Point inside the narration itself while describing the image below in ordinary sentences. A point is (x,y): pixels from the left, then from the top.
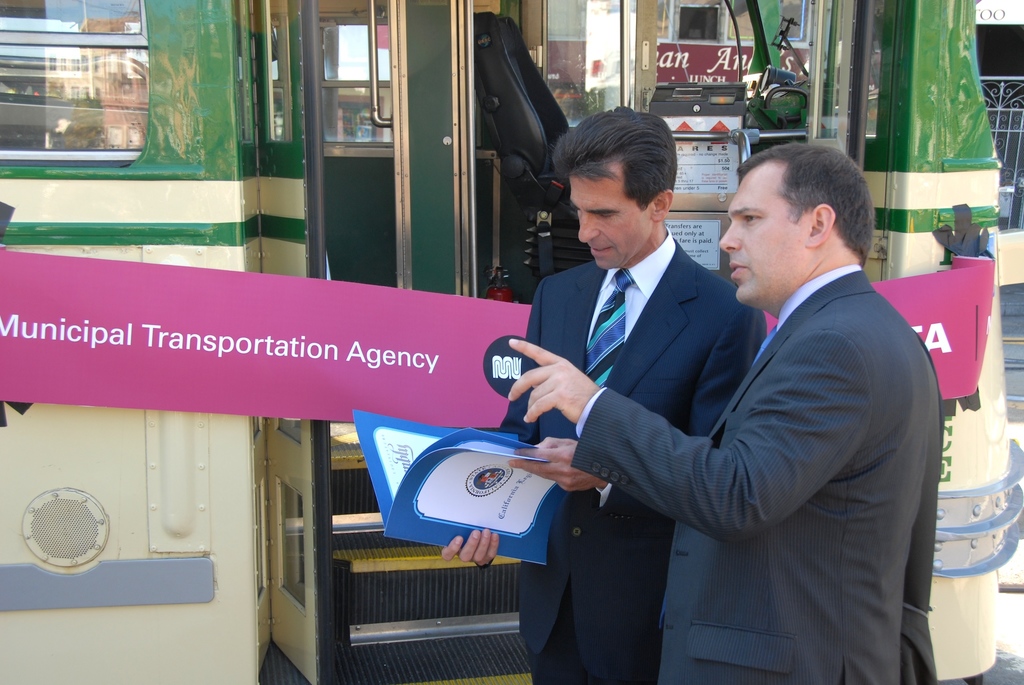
In this image I can see two persons (711,598) standing, the person (846,428) in front (829,425) wearing gray blazer (800,420) and the person (693,380) at left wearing blue blazer (646,340), white shirt (630,308), blue and green color tie (620,307) and holding a book (515,503). Background (133,193) I can see a vehicle (172,204) in green and cream color.
